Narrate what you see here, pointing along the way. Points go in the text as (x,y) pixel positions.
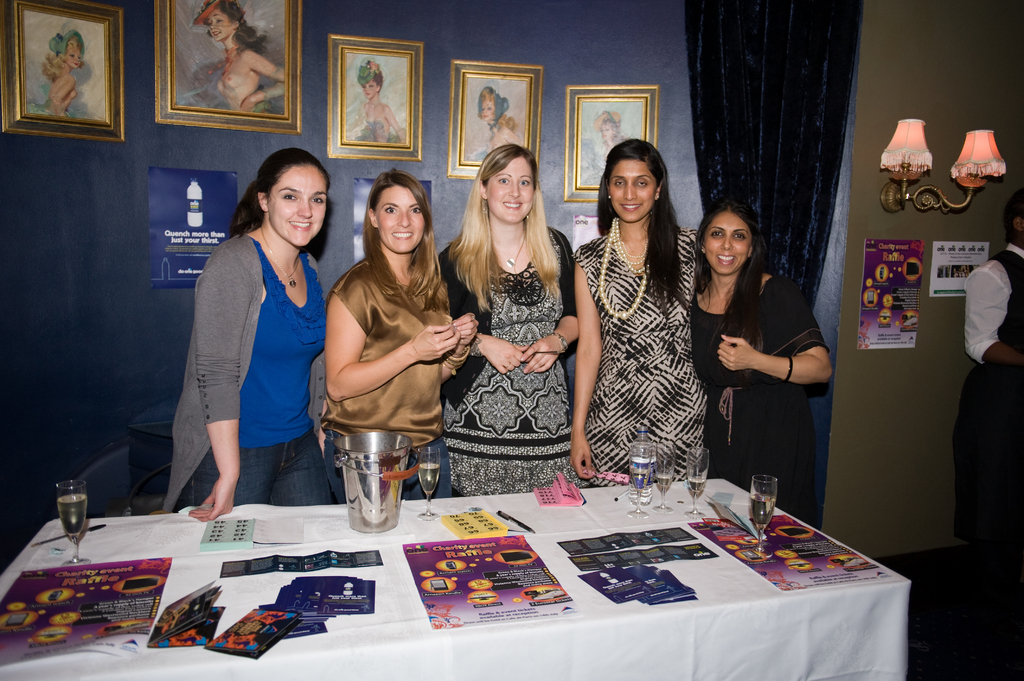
In this picture we can see five women (565,347) standing in front of a table (404,519), there are some posters (447,565), papers (721,500), glasses (631,511), a bucket (391,516) present on the table (405,533), in the background (562,53) there is a wall (606,71), we can see photo frames (536,127) on the wall (585,56), on the right side (881,156) we can see two lamps (904,158), there is another person (1006,330) standing here.
